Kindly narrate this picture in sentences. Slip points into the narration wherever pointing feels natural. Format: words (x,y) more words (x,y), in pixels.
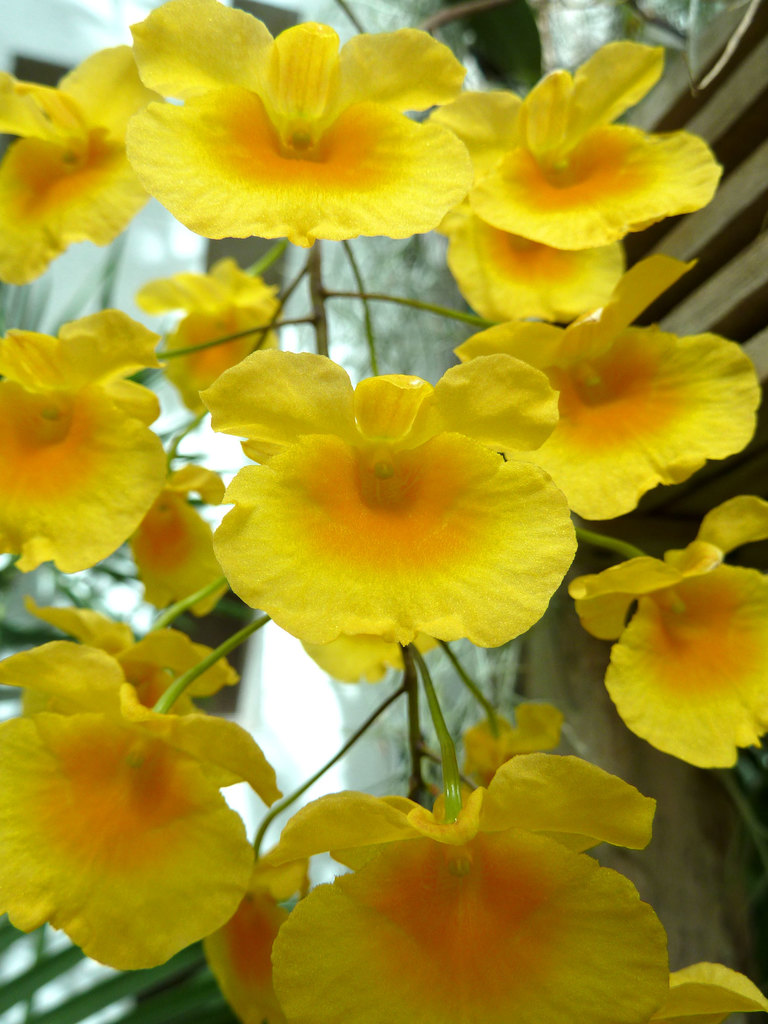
In this picture I can see yellow color flowers (370,528).
